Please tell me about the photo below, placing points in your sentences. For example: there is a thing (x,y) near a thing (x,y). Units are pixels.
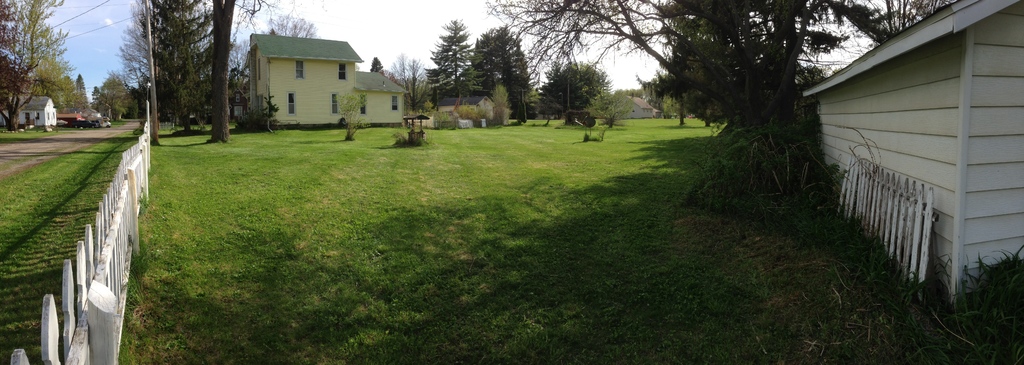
In this image, we can see green color grass (631,227) on the ground (167,156), there are some homes (338,91) and there are some green color trees (762,91), at the left side (84,338) there is a white color fencing (100,246), at the top (412,17) there is a sky (398,18).
